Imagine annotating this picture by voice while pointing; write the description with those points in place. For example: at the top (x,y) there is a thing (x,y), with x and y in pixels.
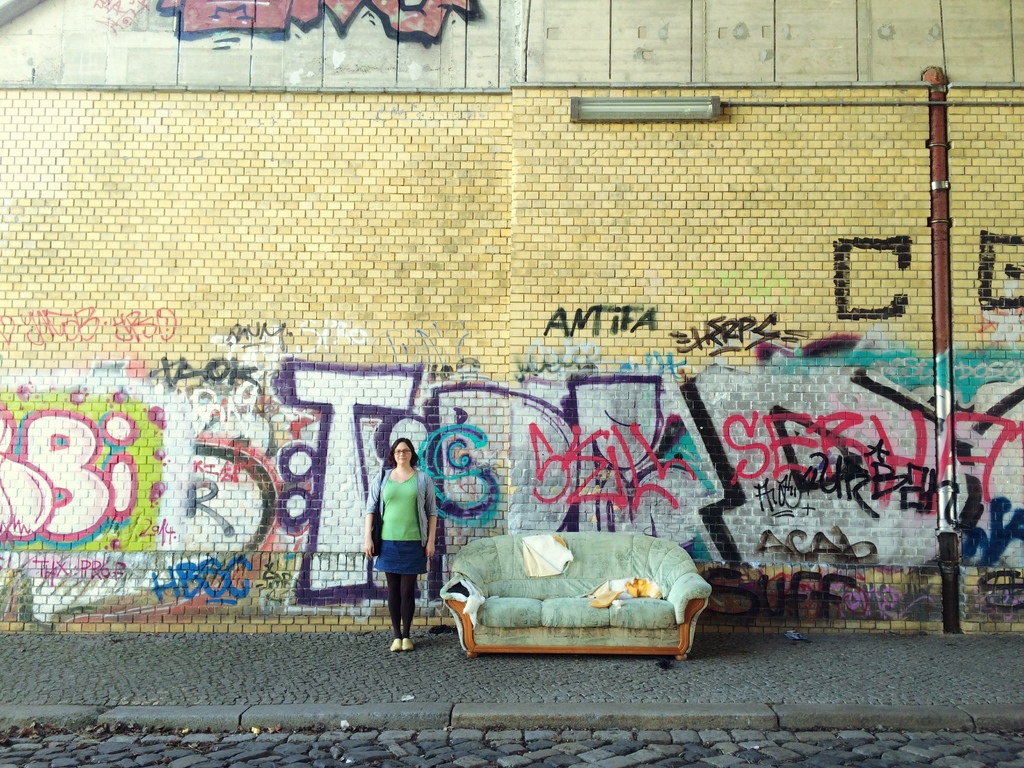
In this picture we can describe that a girl (383,521) is standing on the pedestrian walking area (428,685), behind her a big wall (394,306) with spray art design (595,467) done and couch (543,638) beside her.
